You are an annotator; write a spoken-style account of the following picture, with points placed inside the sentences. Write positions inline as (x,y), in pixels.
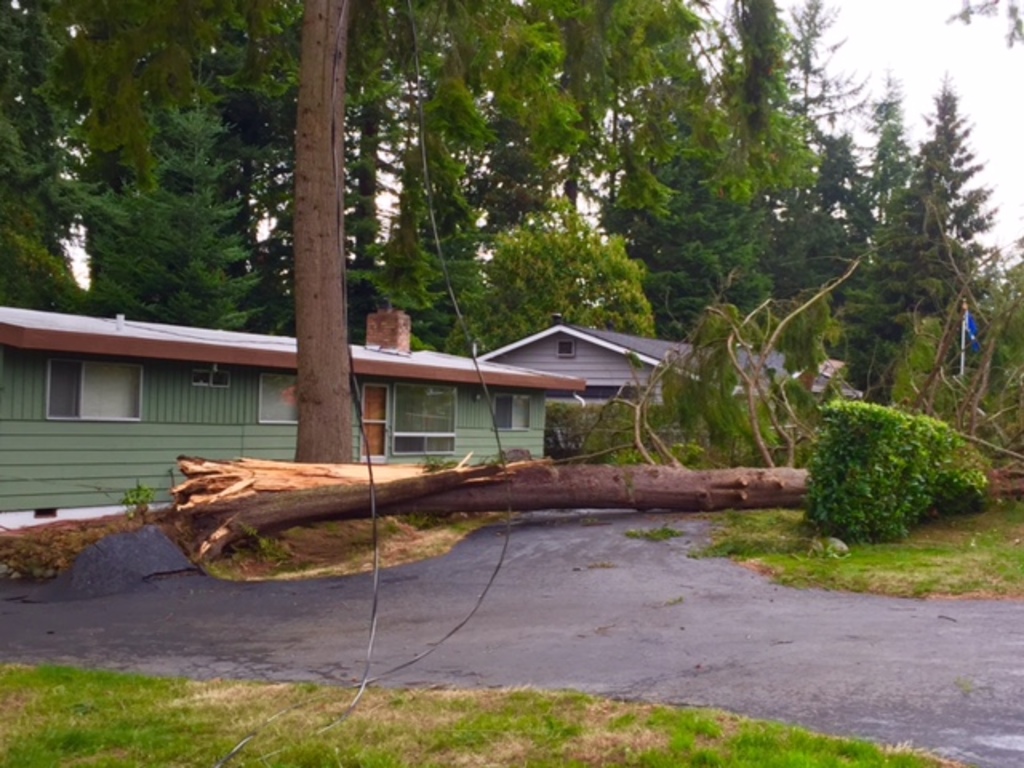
In this image I can see at the bottom (305,705) there is the grass (305,705), in the middle (393,474) there is the fallen tree (244,496). At the back side (54,414) there are houses (402,425) and trees (544,188). At the top (916,18) there is the sky (890,28).
